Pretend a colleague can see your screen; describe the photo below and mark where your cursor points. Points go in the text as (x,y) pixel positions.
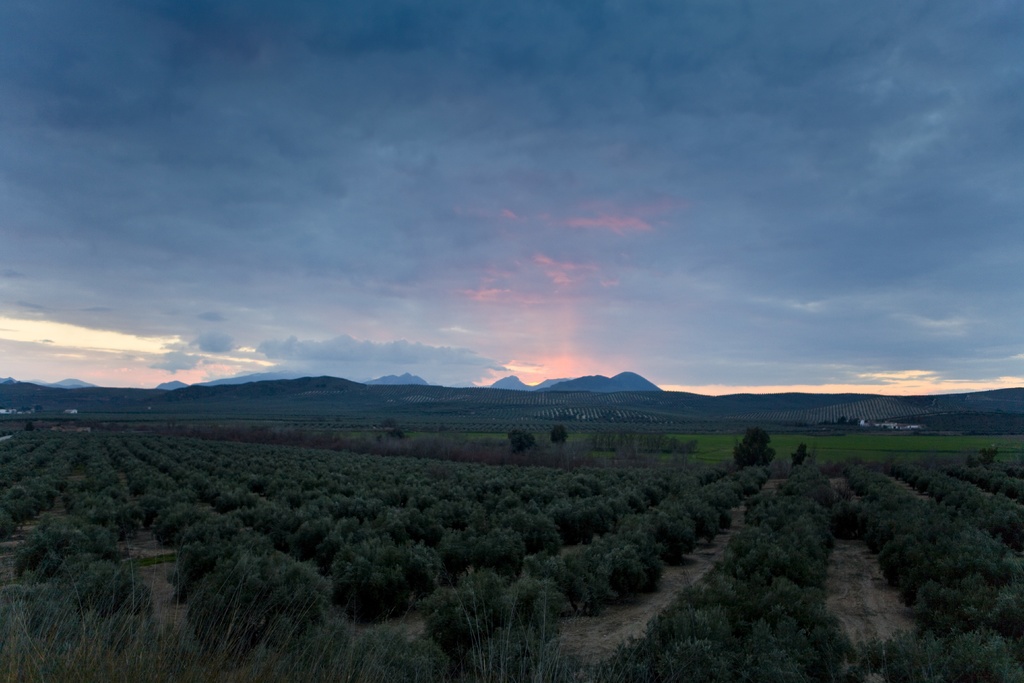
As we can see in the image there are trees (372,577), grass (560,667) and in the background (472,410) there are hills (569,397). At the top (595,182) there is sky (614,327) and clouds (614,188).
